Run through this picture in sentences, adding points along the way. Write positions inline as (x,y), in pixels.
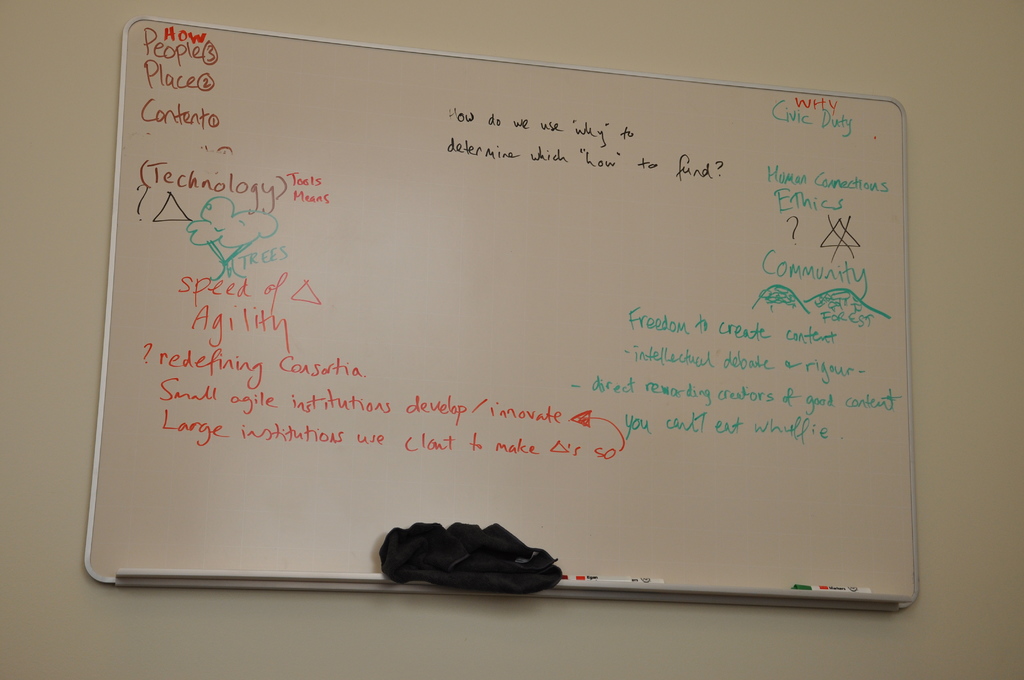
In this picture there is a board (413,313) on the wall (10,531) with some text (362,363) written on it and on the board (575,527) there is a cloth (453,564) which is black in colour and there are pens (619,580).
